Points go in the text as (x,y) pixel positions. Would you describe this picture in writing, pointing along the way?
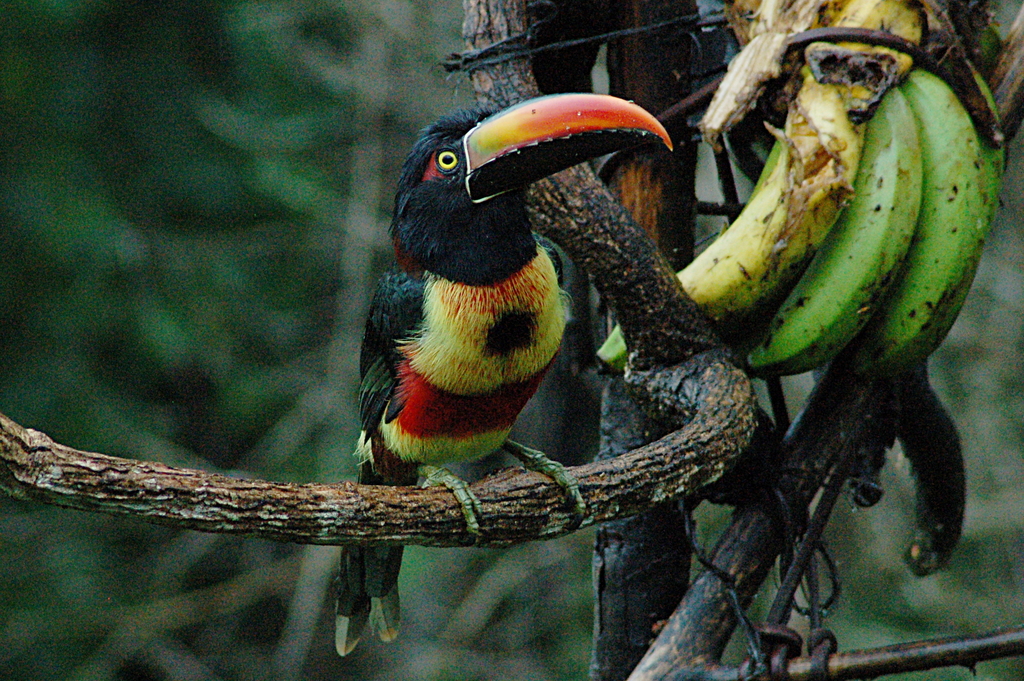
There is a black, red and yellow color bird (434,370) on a branch (623,453) of a tree (609,445). Near to that there are bananas (830,234). In the background (5,109) it is blurred.
